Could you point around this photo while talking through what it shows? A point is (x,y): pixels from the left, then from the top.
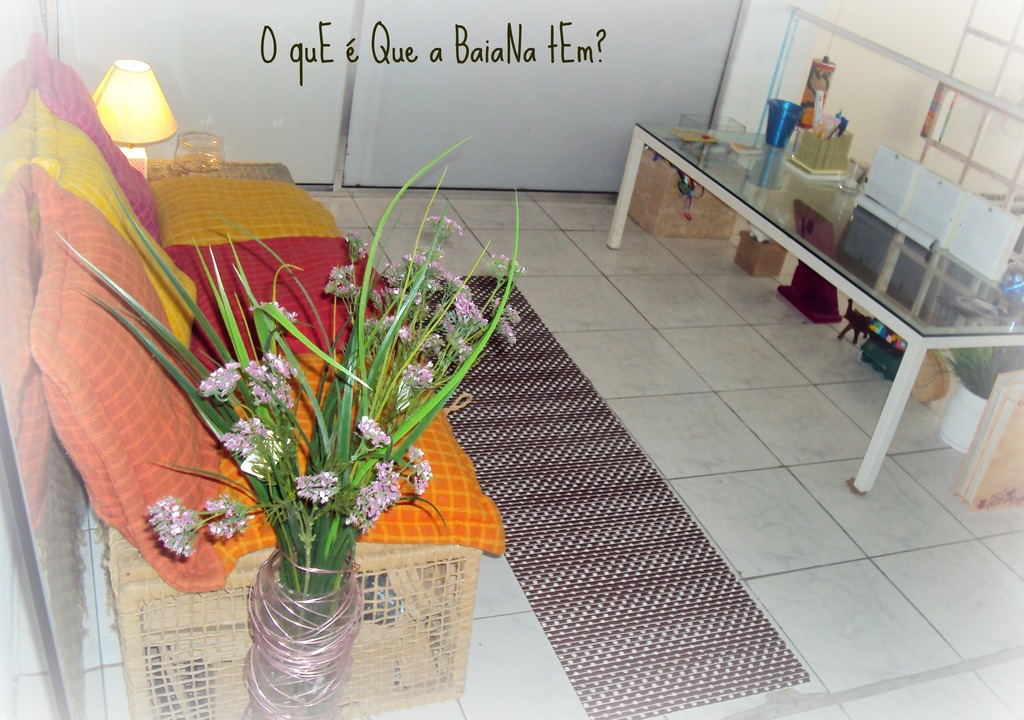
This picture is taken in a room (559,404). On the right side (853,242) there is a table (886,278). On the table (853,242) there is a carton container (833,153). In the center (562,455) there is a floor mat (624,535) on the floor (755,527). At the left side (310,523) there is house plant (298,580), bench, lamp (142,123). In the background (505,98) there is a wall (590,79). At the right side (950,85) there is a window (965,112).
